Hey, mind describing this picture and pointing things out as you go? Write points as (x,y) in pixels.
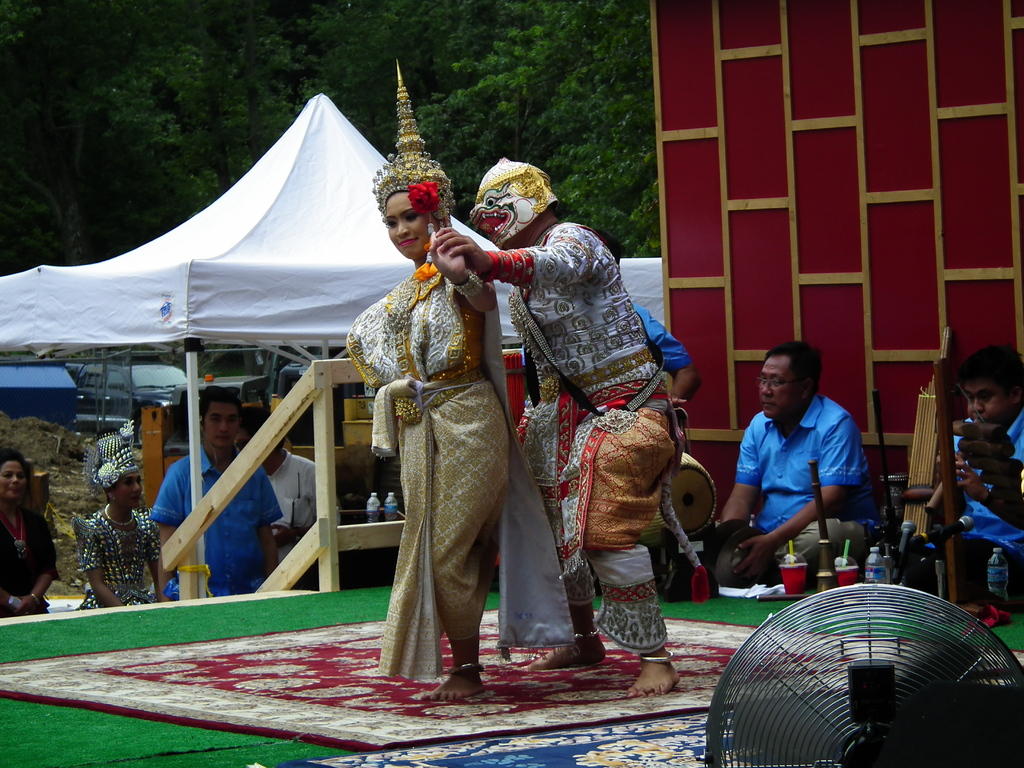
In this image I can see two person (657,470) standing wearing white and gold color dress (543,470). Background (836,465) I can see few persons (797,463) sitting and playing drums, a maroon color cloth (802,189).
